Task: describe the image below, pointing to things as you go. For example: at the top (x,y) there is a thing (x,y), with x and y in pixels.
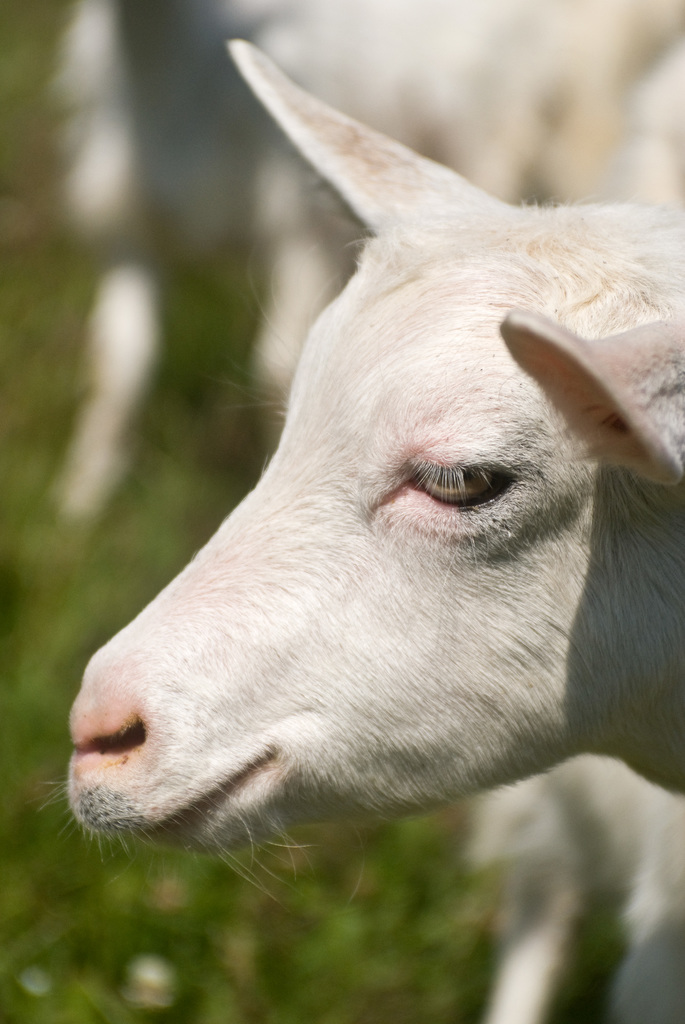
In this picture we can see a goat face (216,652).
